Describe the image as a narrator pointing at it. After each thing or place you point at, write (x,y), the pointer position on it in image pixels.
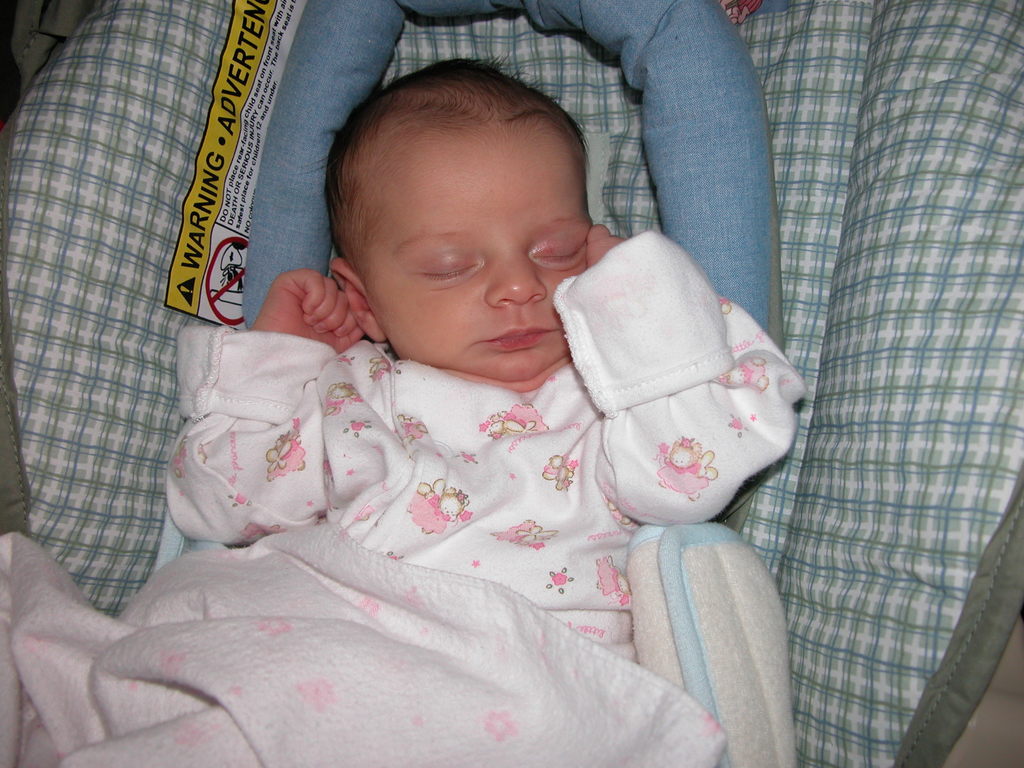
This is a small baby (339,487) sleeping in the car seat (642,149). I can see a blanket (345,672) covered on the baby (626,621). This looks like a pillow (724,614).
